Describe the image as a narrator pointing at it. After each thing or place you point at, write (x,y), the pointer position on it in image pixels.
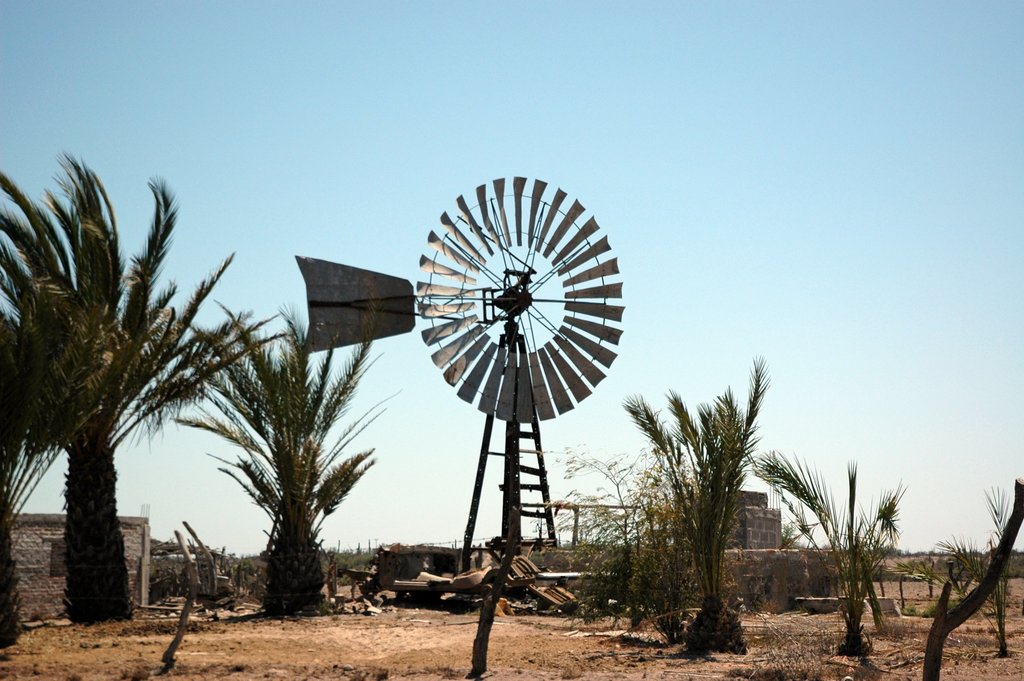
Sky (516,141) is in blue color. Here we can see trees (57,443) and windmill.
